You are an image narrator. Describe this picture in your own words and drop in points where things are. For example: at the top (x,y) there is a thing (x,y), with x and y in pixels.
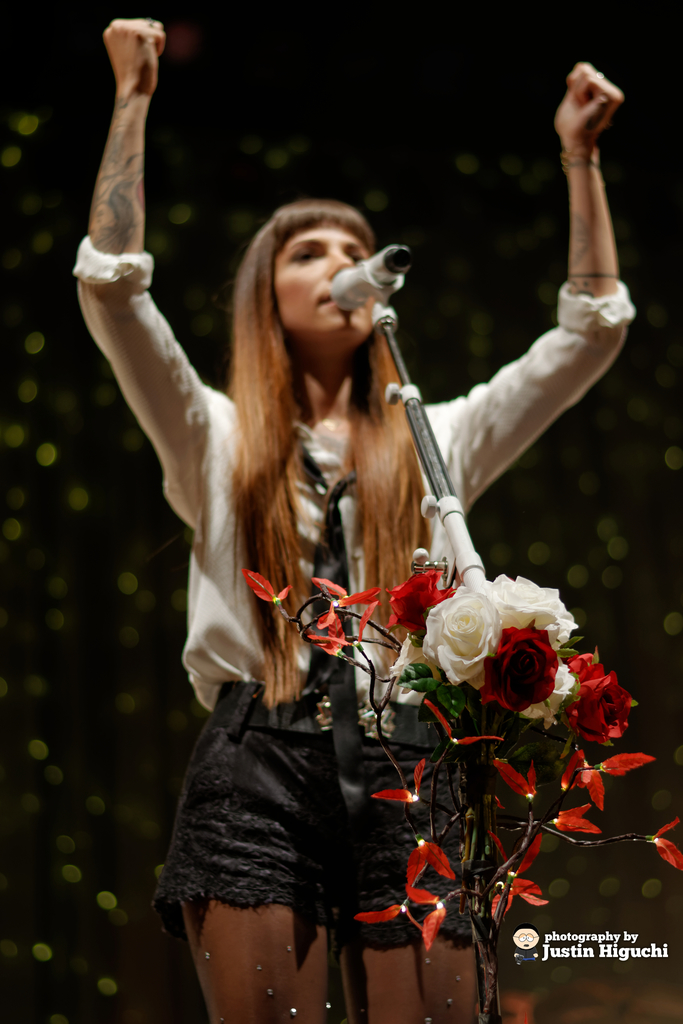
In the image there is a woman (162,435) standing and talking in front of mic (399,256), in the front (493,678) there are flowers (494,732), she wore white shirt (140,291) and black short (295,844).
